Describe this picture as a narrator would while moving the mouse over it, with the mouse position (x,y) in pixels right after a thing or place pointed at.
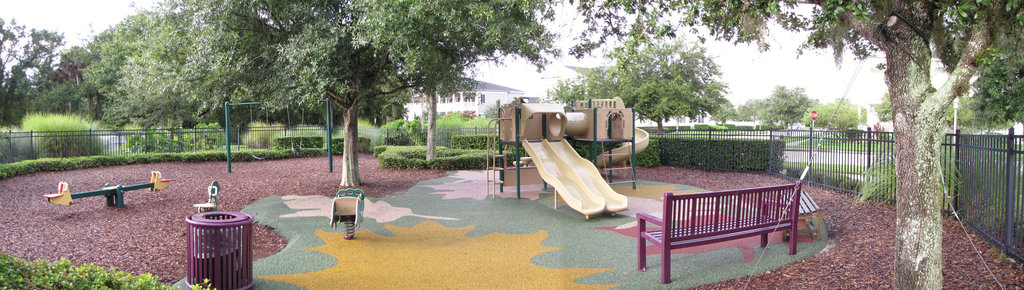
I think this is the picture of the park (324,81). There are games (330,158), there is a bench (725,205) in the middle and there is a railing (995,190). There are many trees (270,4), at the back of the trees (459,39) there is a building (478,91), and at the top (517,74) there is a sky (522,66).
